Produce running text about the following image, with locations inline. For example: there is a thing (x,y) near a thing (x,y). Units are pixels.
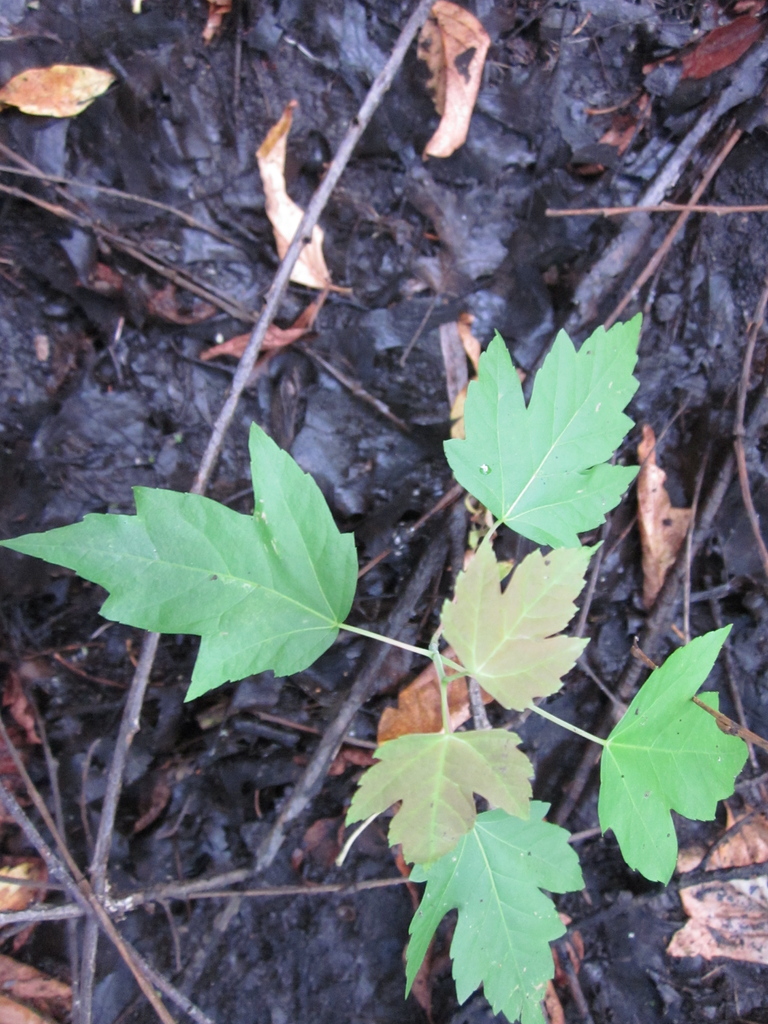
In the image we can see some leaves (194,673) and stems (16,195).
